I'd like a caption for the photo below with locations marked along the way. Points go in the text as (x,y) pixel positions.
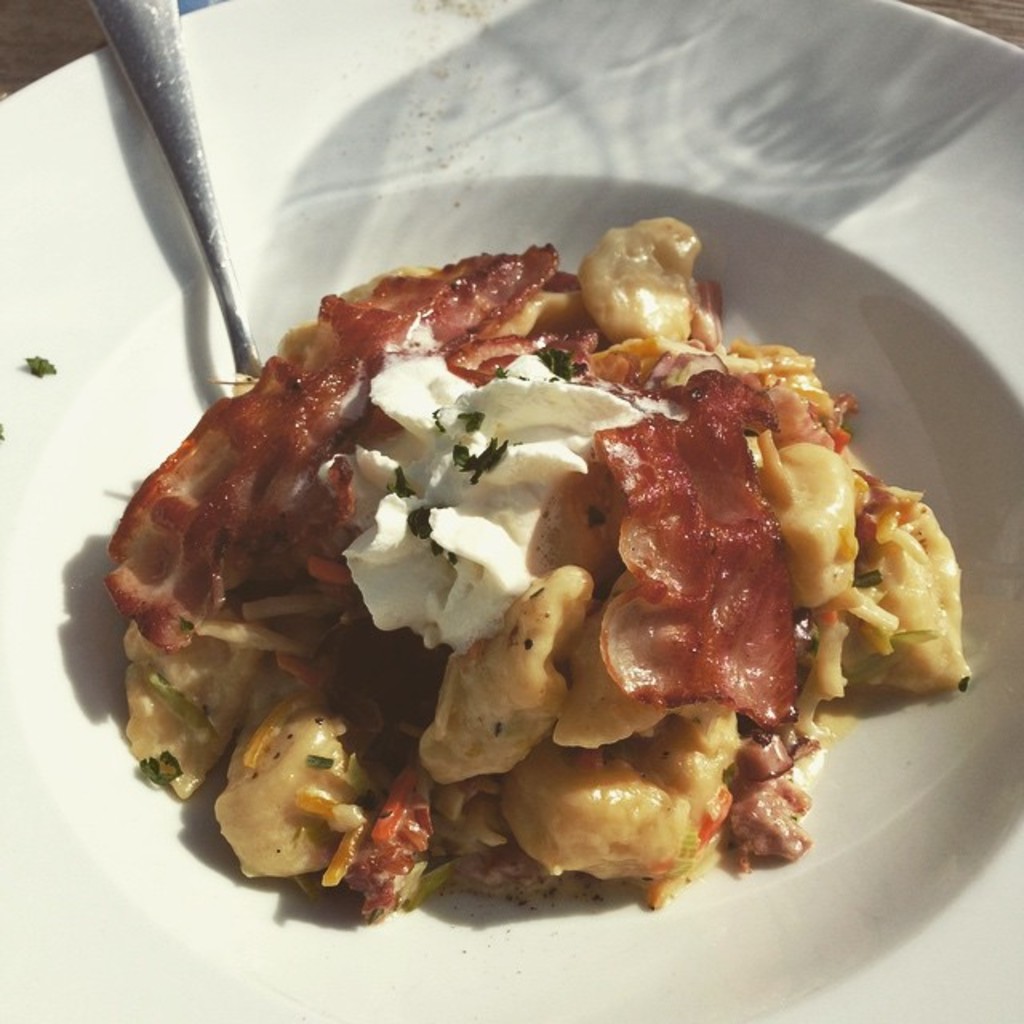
In the image we can see there is a pasta (264,702) on top of it there is a cream (480,497) which is in a white colour plate (847,1005) and there is a spoon (187,173) in between.
